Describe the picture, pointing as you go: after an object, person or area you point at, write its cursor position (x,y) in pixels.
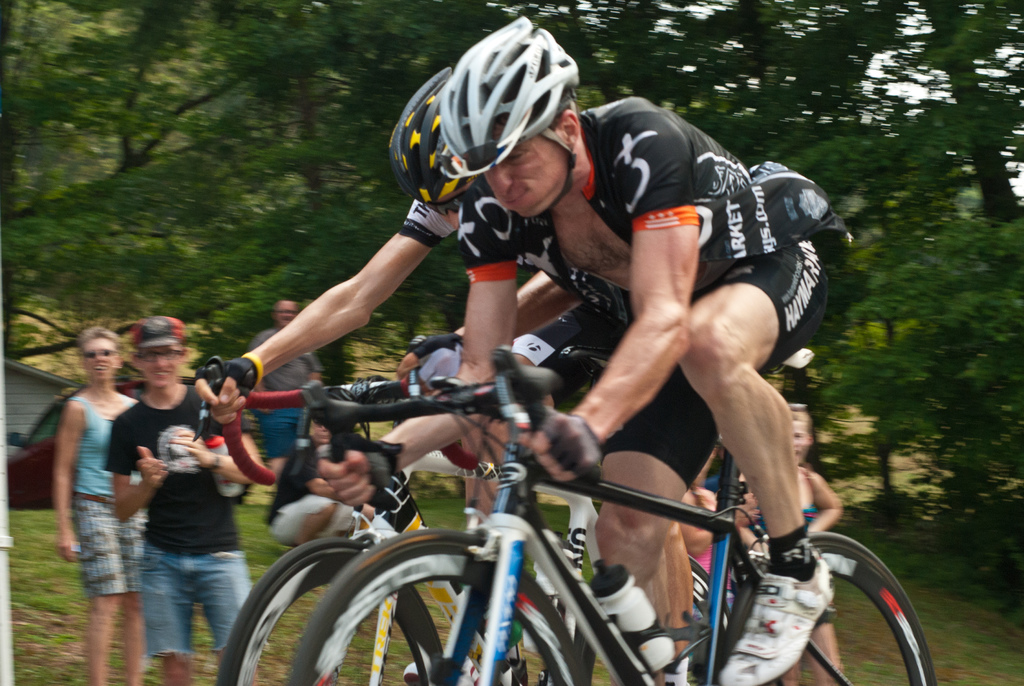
This picture shows a cycle race. Two men (455,140) are riding bicycle (458,590). Both of them are wearing helmets (440,145). In the background (136,402) there are some people (136,402) enjoying the race. We can observe some trees (219,103) here.
